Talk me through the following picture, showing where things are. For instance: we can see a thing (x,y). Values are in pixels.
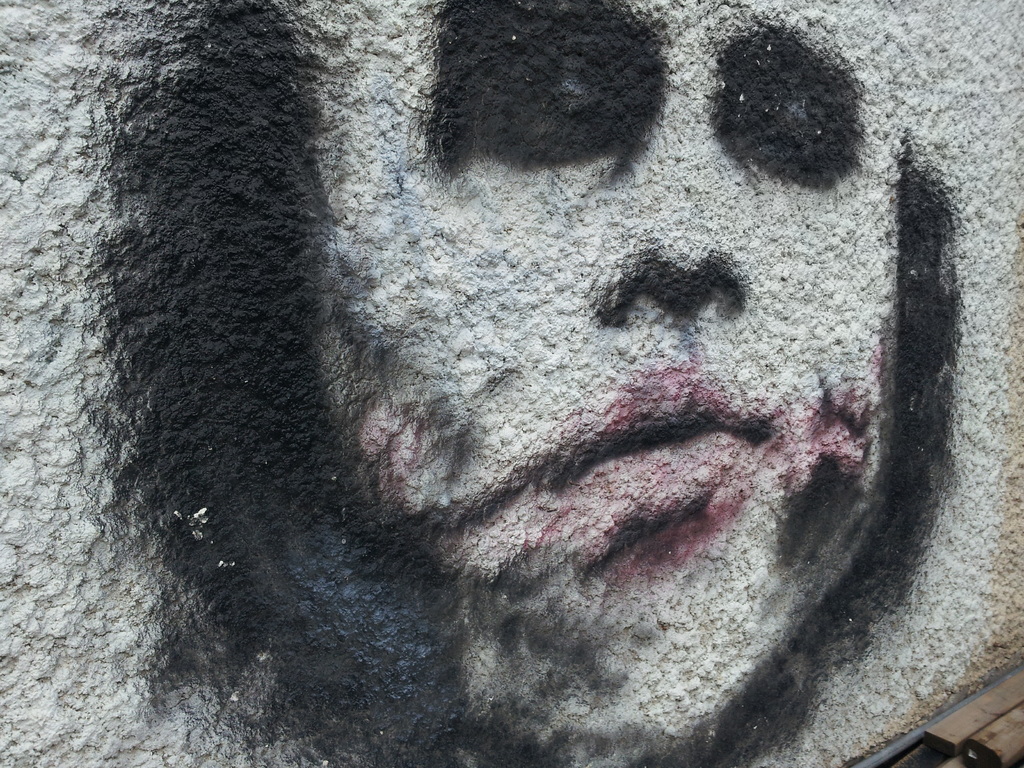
In this picture I can see the painting (696,338) of a joker (723,271) on the wall (984,654). In the bottom right corner (1012,735) I can see the pipes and wooden sticks (1000,743).
